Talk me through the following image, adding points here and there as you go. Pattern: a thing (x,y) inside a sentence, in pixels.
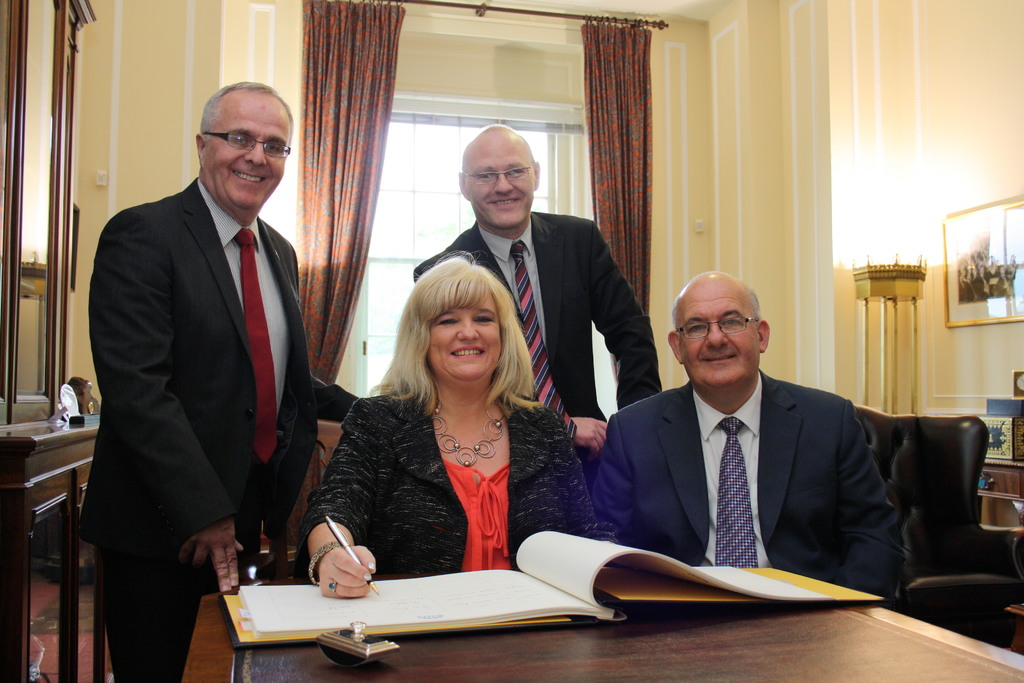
In this image, we can see people (519,235) wearing coats (590,373), ties (544,361) and are wearing glasses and there is a lady (418,498) sitting on the chair (283,571) and holding a pen (353,564) and we can see a book (400,597) and there is an object (339,638) on the table (228,637). In the background (855,209), there is a frame (971,255) on the wall (929,214) and there is a dressing table (54,511), a light (871,274), chairs (964,556) and some other objects (1001,416) and we can see a window (450,184).
